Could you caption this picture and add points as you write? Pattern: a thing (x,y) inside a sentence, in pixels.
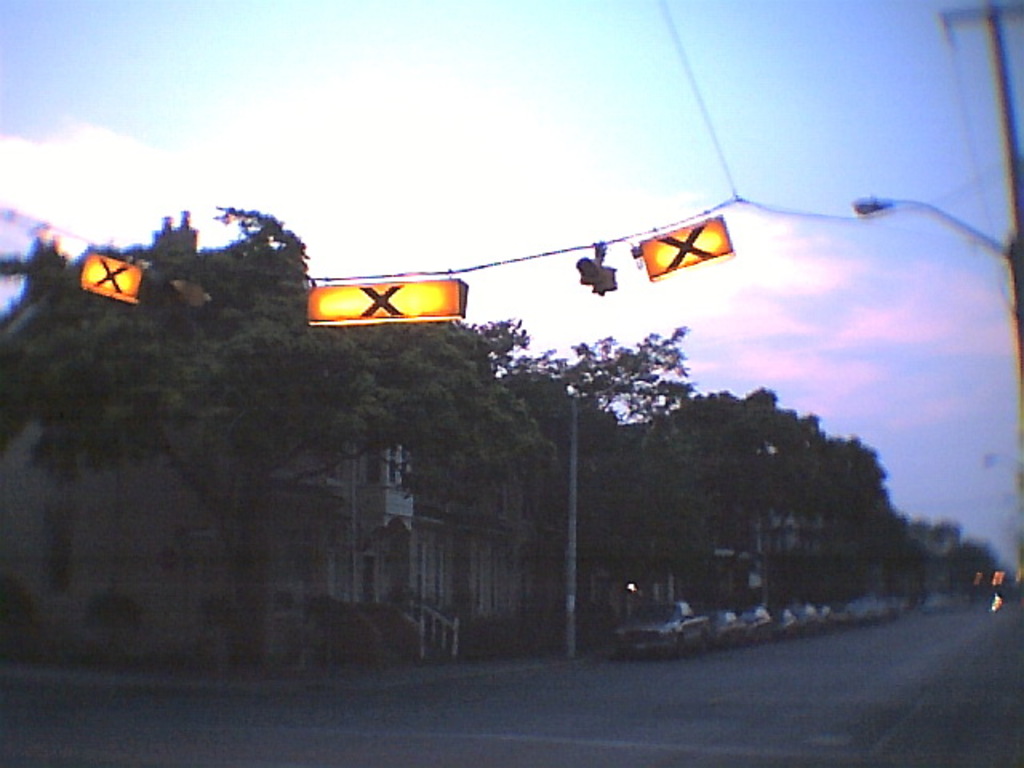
In this image, in the middle (559,447) there are trees (590,461), poles (573,426), street lights (895,202), cables (581,250), lights (607,281), vehicles (780,619), buildings (536,597), sky (589,179) and clouds (390,122).
